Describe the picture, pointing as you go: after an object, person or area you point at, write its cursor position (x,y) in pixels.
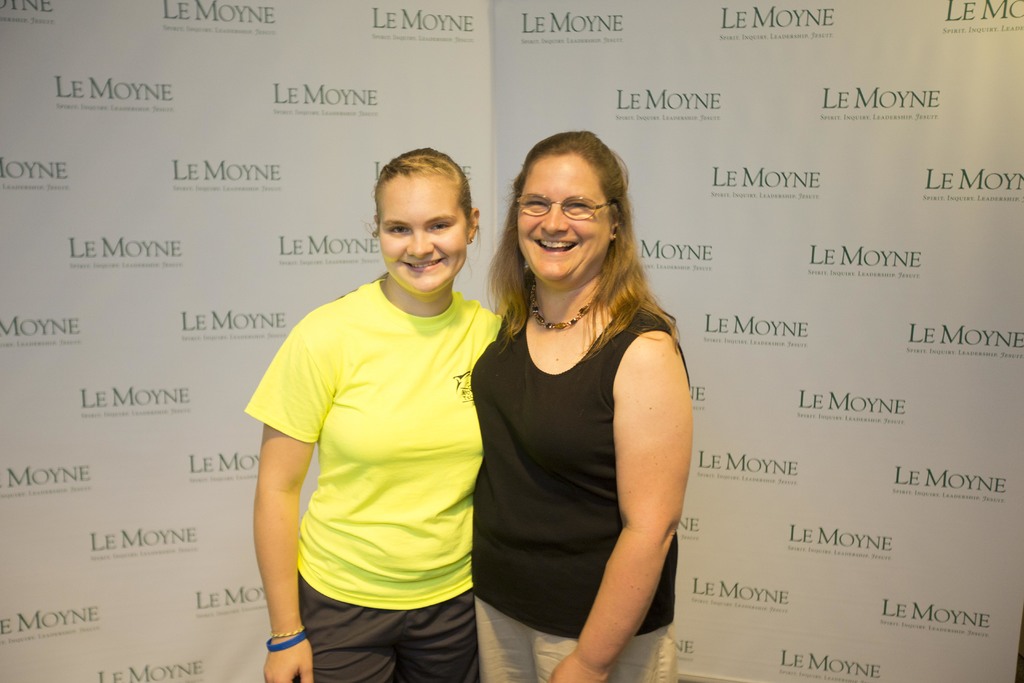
In the image there are two women (455,455) standing in the foreground (446,442) and behind them there are some names (96,106) of the sponsors.
